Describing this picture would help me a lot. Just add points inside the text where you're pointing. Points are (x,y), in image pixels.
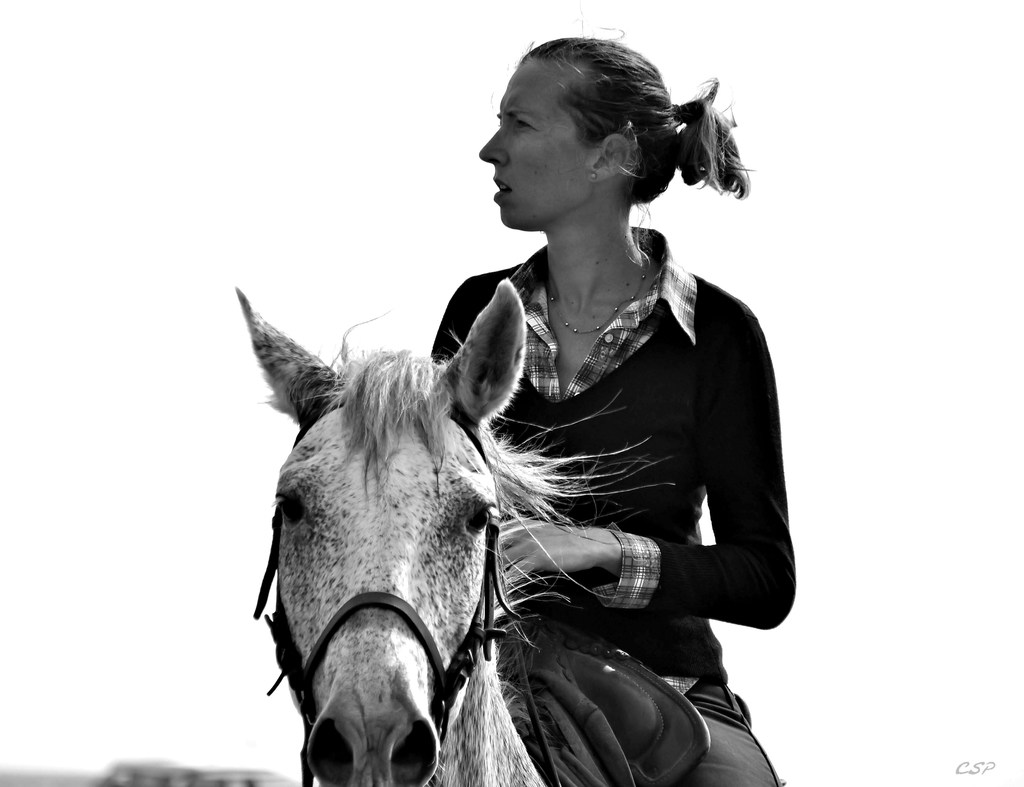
In this picture we can see woman (749,443) sitting on horse (476,550) and looking at something and in the background (247,137) we can see sky (805,268).
